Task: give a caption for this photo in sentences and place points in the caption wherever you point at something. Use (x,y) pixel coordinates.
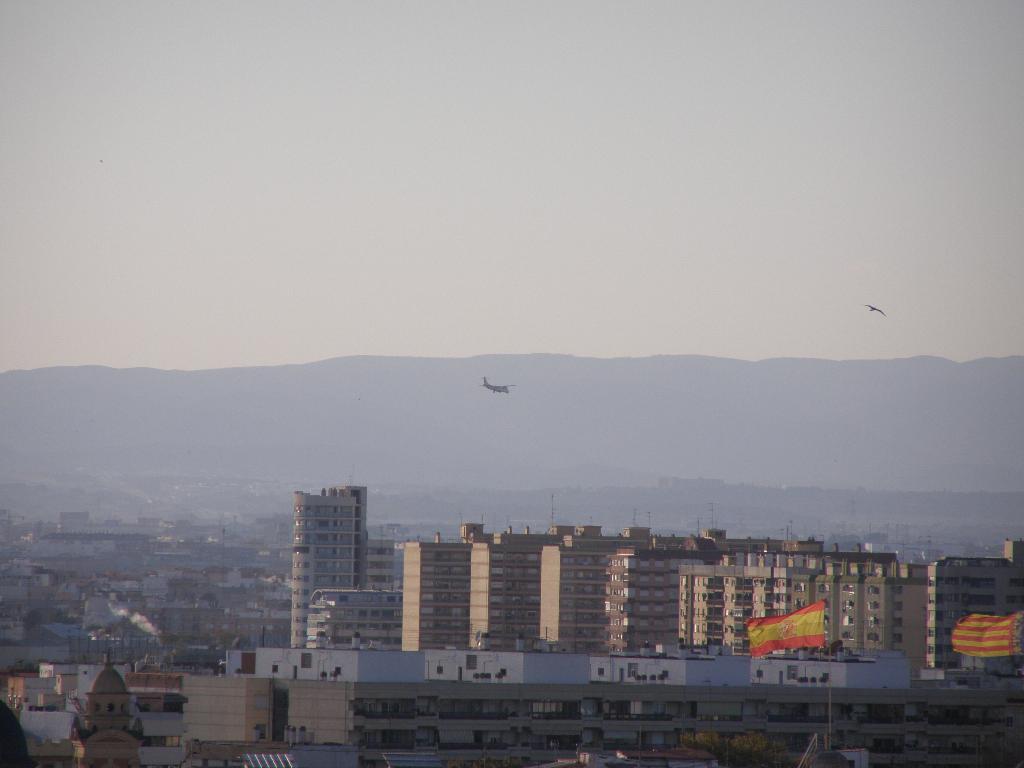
In this picture I can see number of buildings (423,659) in front (581,611) and on the right bottom of this picture (763,635) I can see 2 flags (794,620), which are of yellow and red in color. In the center of this picture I can see an aeroplane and a bird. In the background (481,136) I can see the sky (616,201).
